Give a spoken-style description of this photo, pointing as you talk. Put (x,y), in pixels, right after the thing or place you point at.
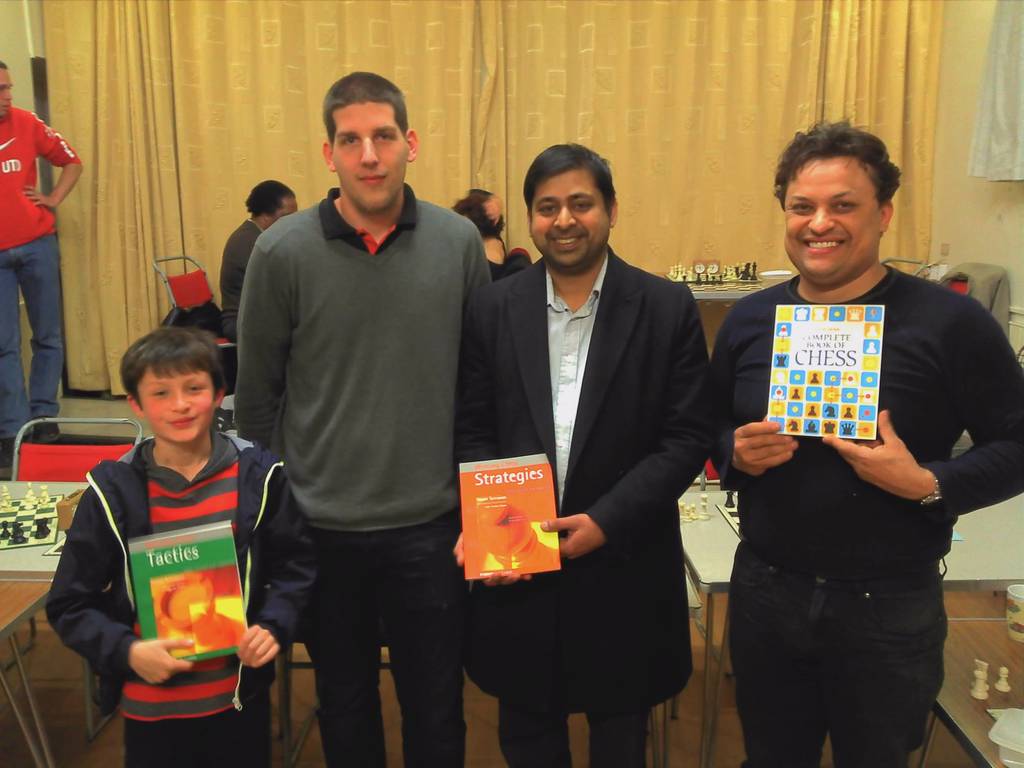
In this picture there are people (177,389) in the center of the image (366,500), by holding books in their hands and there are tables (965,584) on the right (987,643) and left side of the image (55,555) which contains chess boards (41,490) on it, there is curtain (363,66) in the background area of the image (567,115), there are other people (62,162) and tables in the background area of the image (4,95).
